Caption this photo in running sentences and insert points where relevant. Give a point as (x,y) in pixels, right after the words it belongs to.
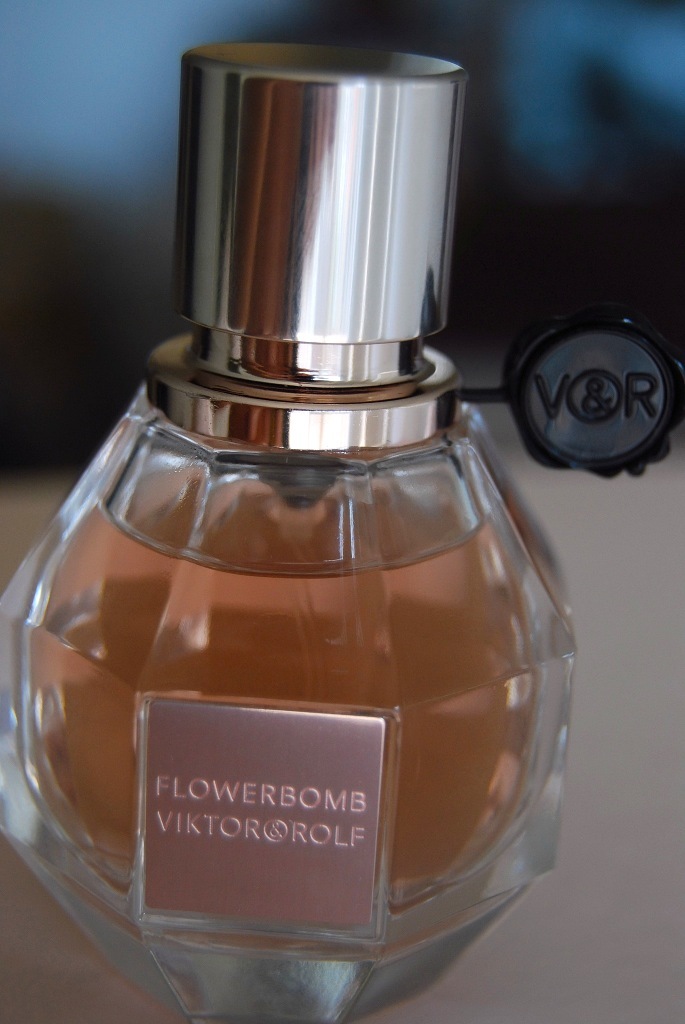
In this image, there is a bottle (548,817) which is in transparent color which contains a pink color liquid (133,704) in it, there is a black color tag (519,406) on that v and r is written.
